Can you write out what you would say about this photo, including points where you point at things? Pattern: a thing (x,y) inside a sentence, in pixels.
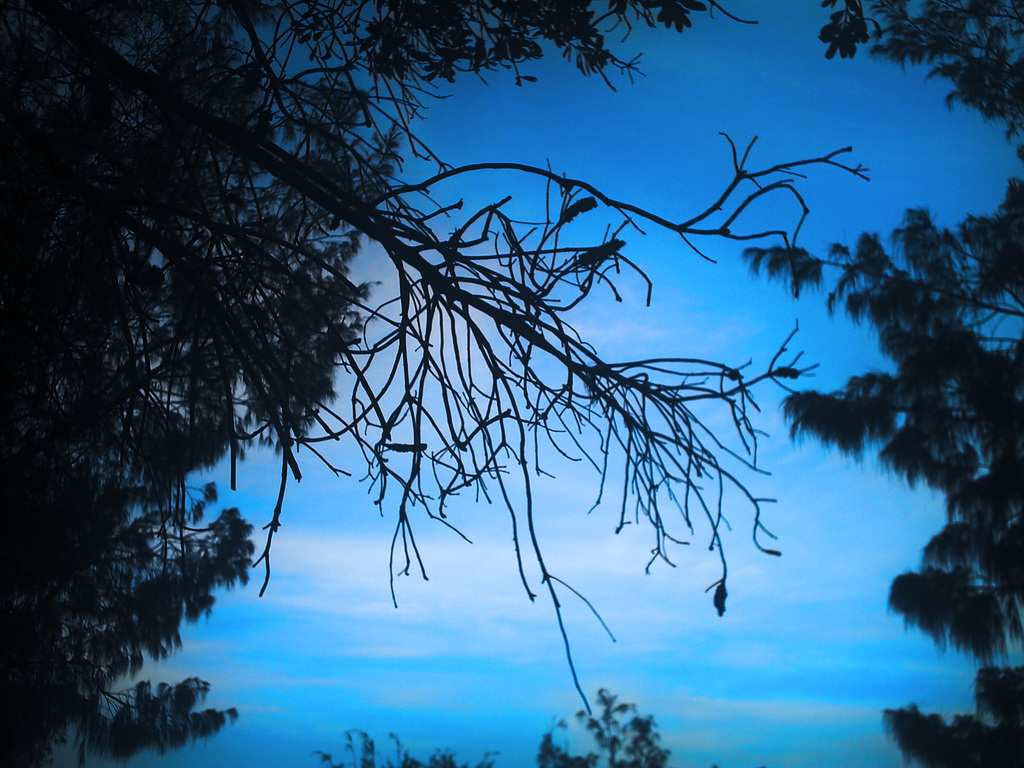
In the picture I can see trees (425,352). In the background (593,497) I can see the sky (580,501).
